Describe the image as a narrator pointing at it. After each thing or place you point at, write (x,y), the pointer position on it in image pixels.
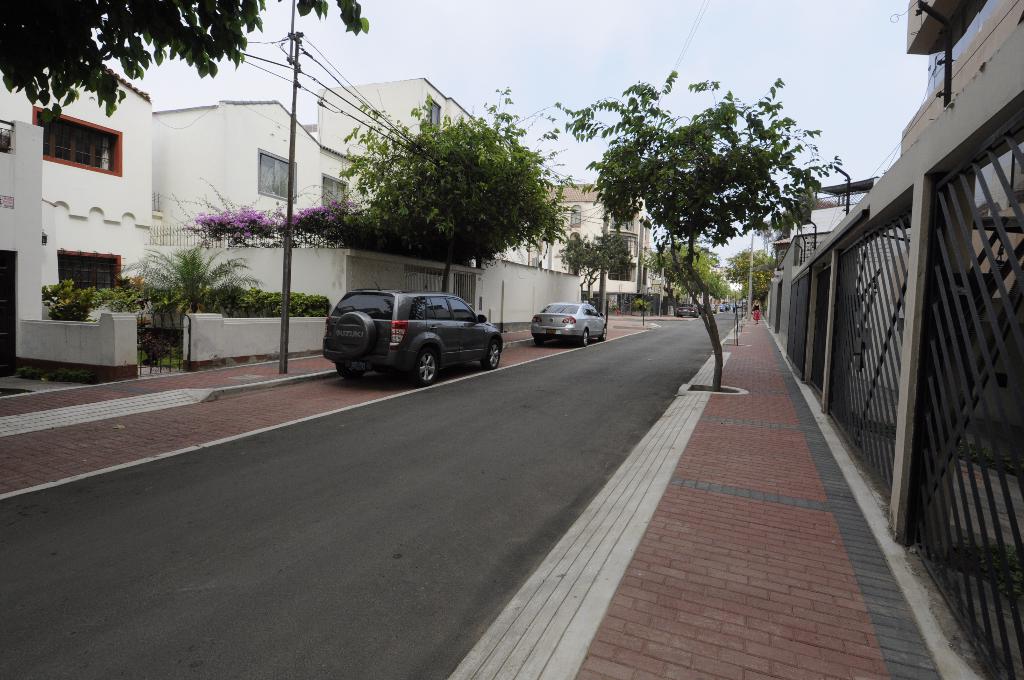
In this image I can see few buildings (298,134), windows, gates (955,425), trees (707,223), flowers (254,215) and few vehicles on the road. I can see the sky (739,81).
